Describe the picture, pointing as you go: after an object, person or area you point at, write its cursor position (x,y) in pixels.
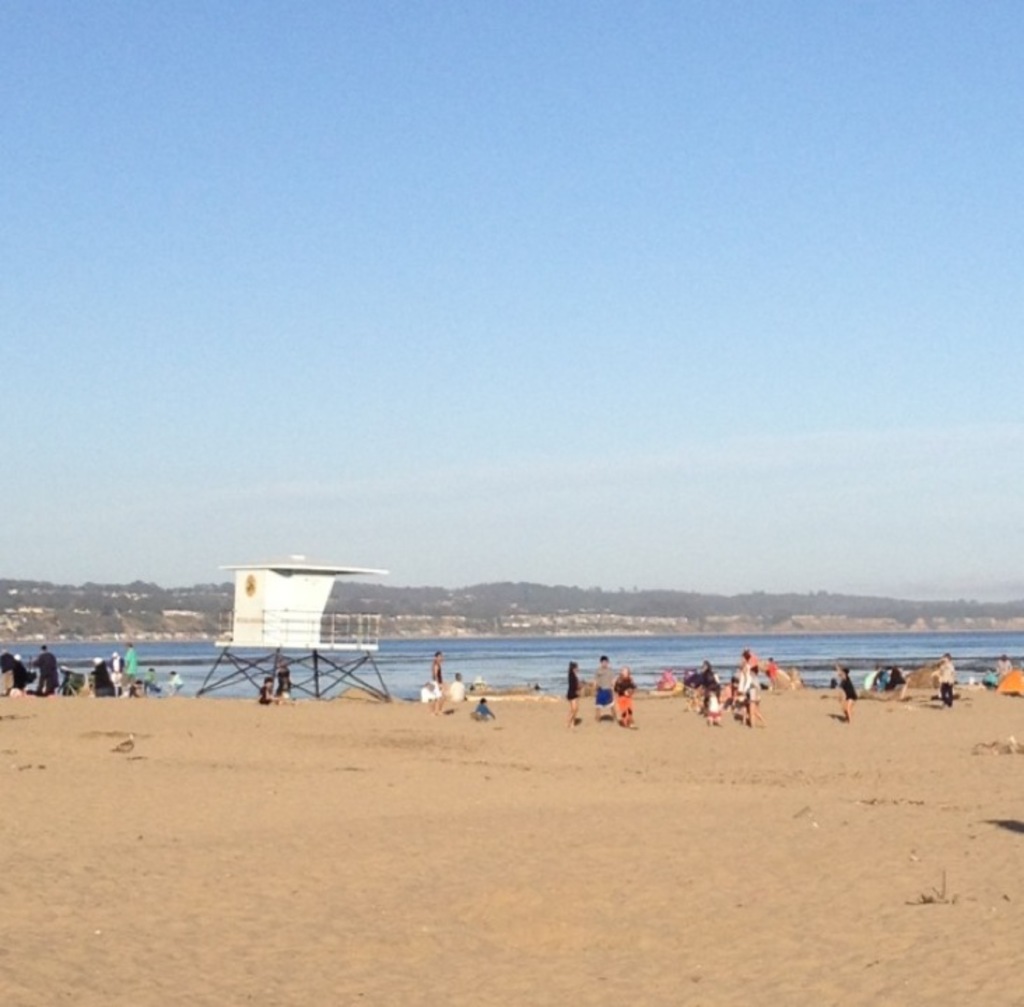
In this picture I can see a number of people (601,697) on the sand (526,787). I can see water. I can see hills (398,608). I can see clouds (543,545) in the sky (411,361).
